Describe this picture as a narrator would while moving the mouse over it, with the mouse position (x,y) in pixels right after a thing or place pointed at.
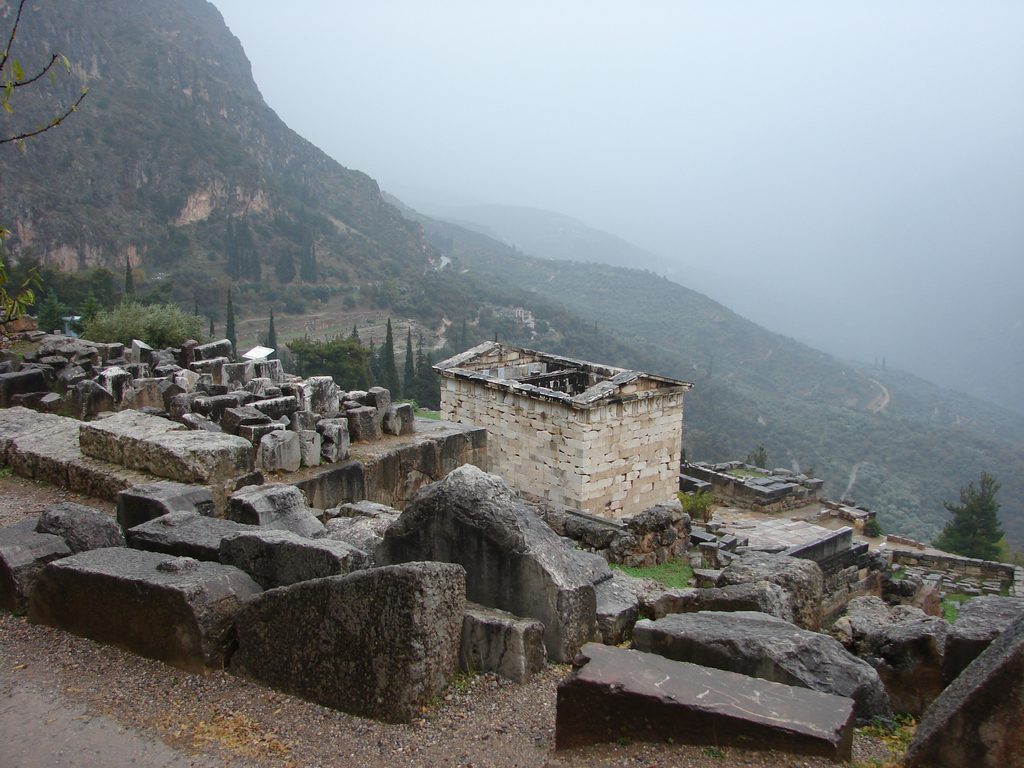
There are stones (486,475) and house structure (497,454) in the foreground area (547,486), there is greenery (566,324), mountains (561,257), it seems like smoke (597,219) and the sky (732,306) in the background (716,266).
